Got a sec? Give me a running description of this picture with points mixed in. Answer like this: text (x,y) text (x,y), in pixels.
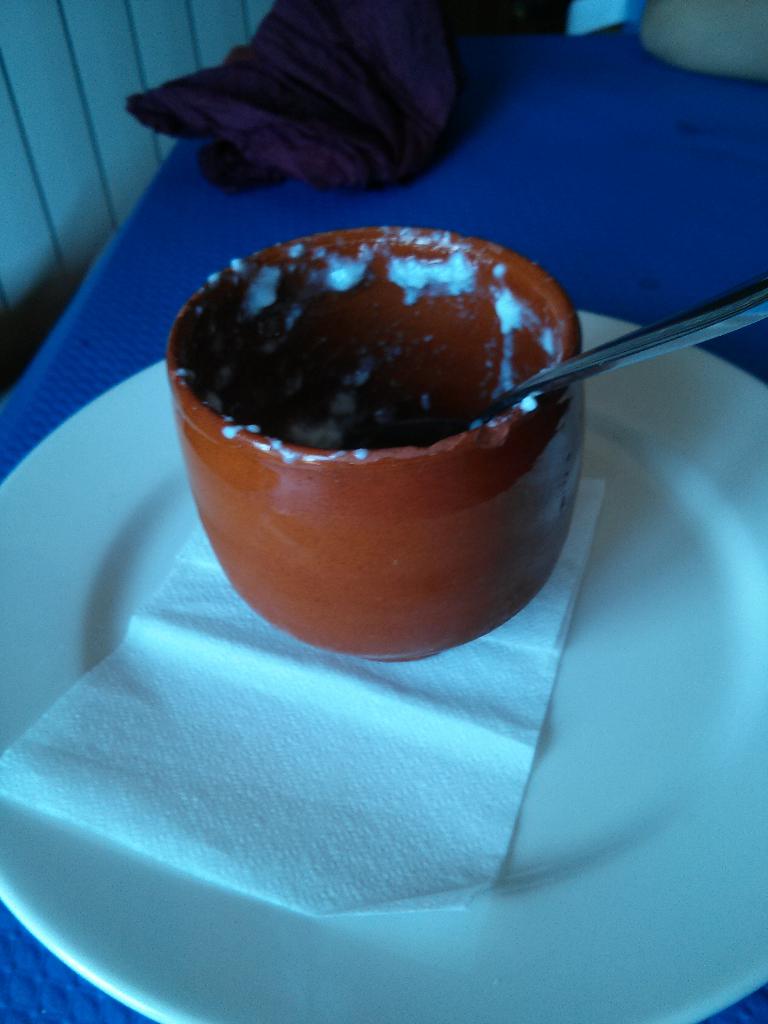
In front of the image there is a table (290,229). On top of it there is a cup (430,560), spoon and a tissue (93,695) on the plate (721,468). Beside the plate (562,935) there are a few other objects (751,49).
